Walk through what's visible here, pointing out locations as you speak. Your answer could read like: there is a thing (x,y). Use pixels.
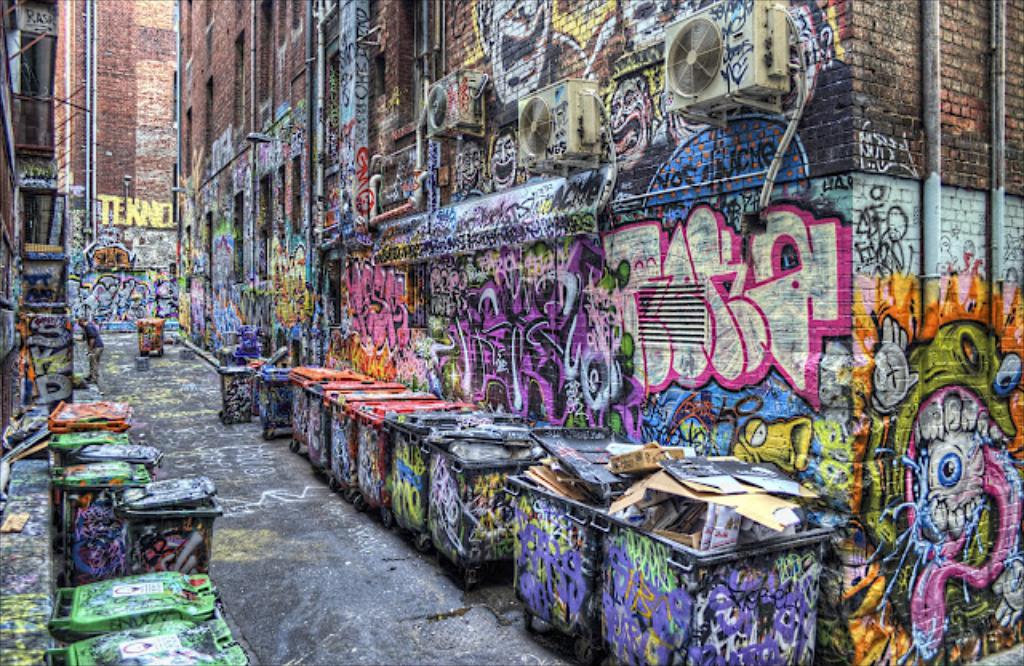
In this image, we can see a person (99,339) and there are bins (136,515) and some card boards (732,494) and in the background (475,96), we can see air conditioners (456,104) and we can see graffiti (612,333) on the buildings (235,256). At the bottom (302,560), there is a road (302,579).
